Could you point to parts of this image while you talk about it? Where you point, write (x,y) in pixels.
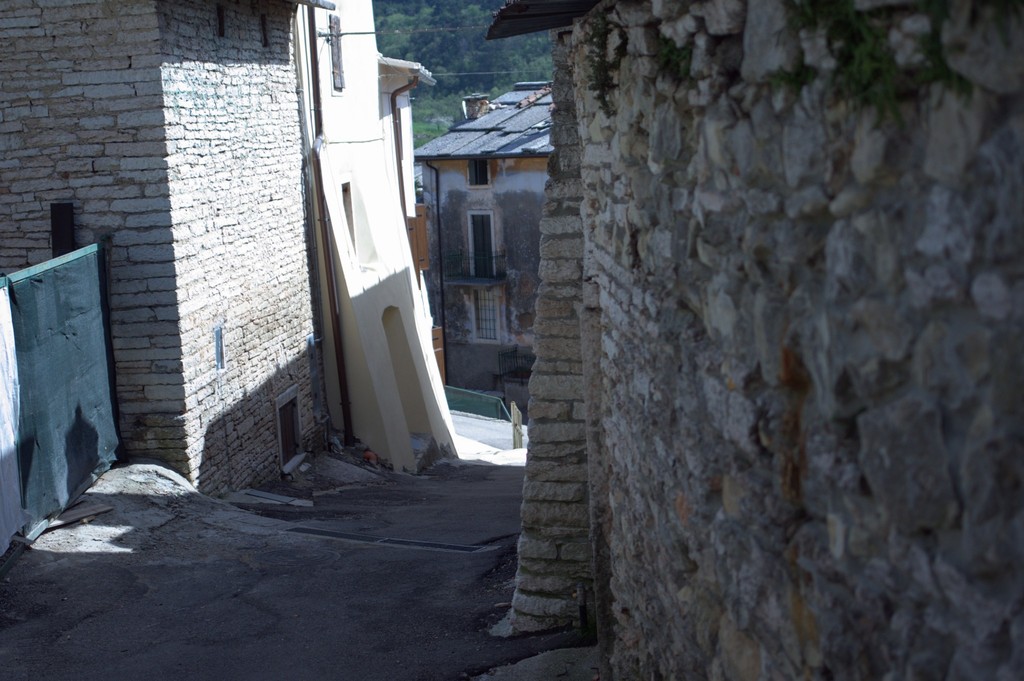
In this picture we can see a stone wall (581,166) on the right side (893,171). We can see the path (71,603). There are a few objects (5,454) visible on the left side (14,491). We can see a few buildings (525,92), wires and trees (468,42) are visible in the background (491,95).
